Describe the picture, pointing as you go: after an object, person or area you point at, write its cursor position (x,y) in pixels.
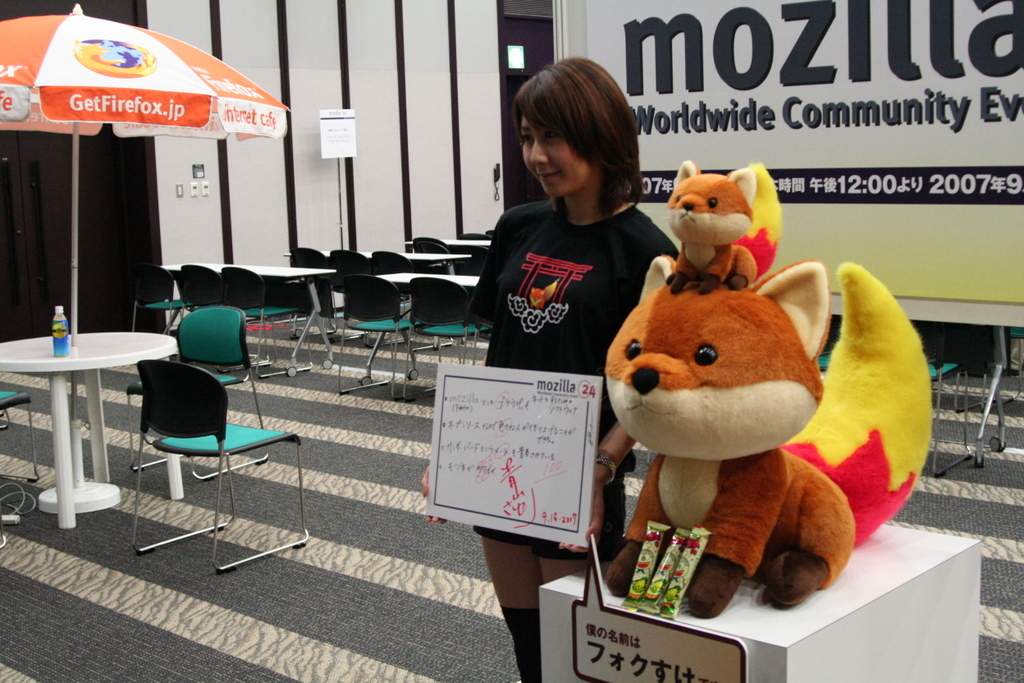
In this picture there is a woman (505,242) standing and holding the board (528,398), there is text (523,432) on the board (533,409) and there are toys (639,398) and there are chocolates (639,604) on the table (766,680). At the back (90,509) there is an umbrella (135,31) and there is a bottle (58,350) on the table (42,360). There are tables (66,515) and chairs (371,285) and there is a board (932,190) there is text (866,177) on the board (892,197) and there is a door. At the bottom (276,627) there is a mat (175,534) on the floor (161,540).
